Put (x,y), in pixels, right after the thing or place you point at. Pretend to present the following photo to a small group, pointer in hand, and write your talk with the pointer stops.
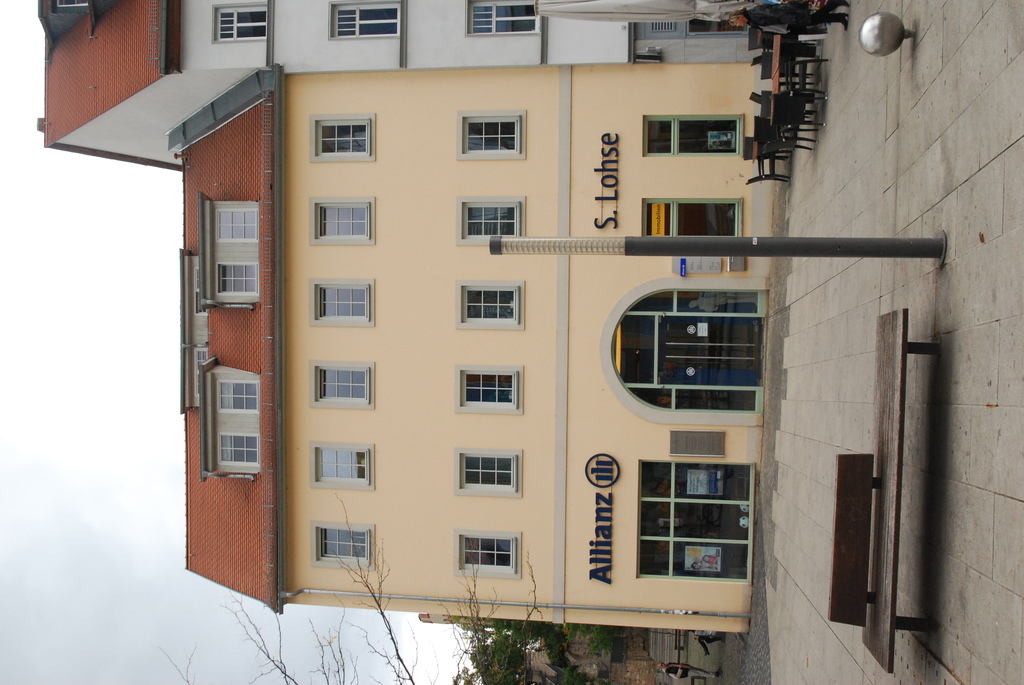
In this image I can see the ground (838,84), a bench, a pole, few chairs (815,95), a table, a person (845,1) standing, few trees (541,632) and few buildings (553,187). In the background (52,322) I can see the sky (74,372).
